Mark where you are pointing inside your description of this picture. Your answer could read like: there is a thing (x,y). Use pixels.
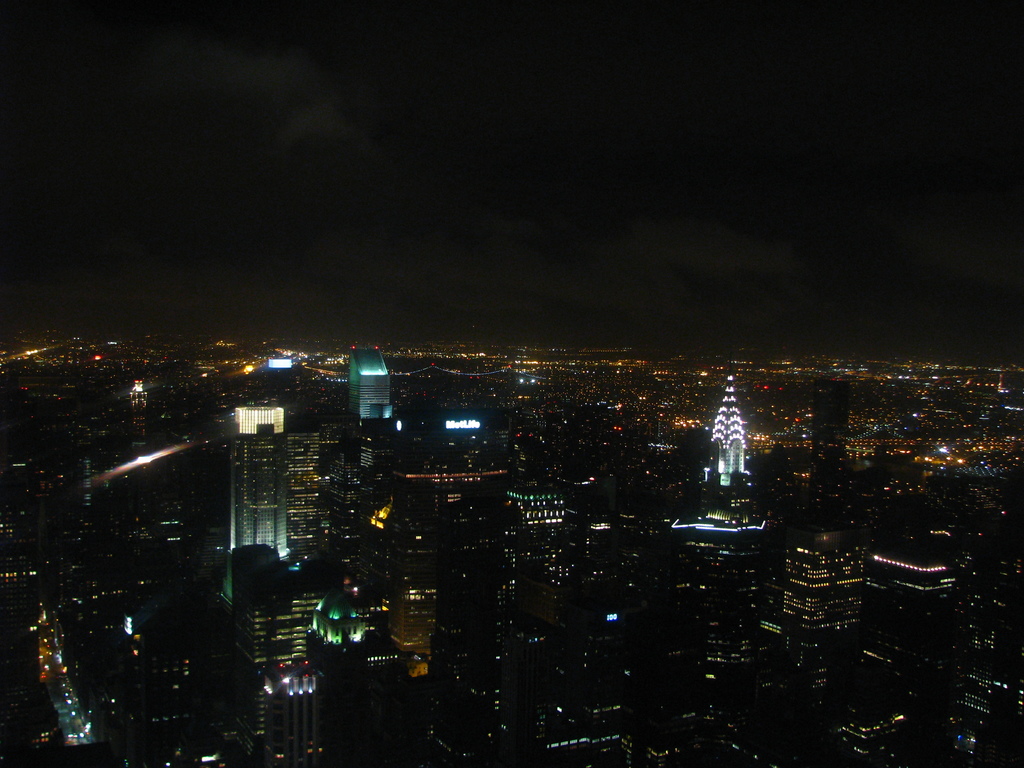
This is a dark image, we can see some lights (722,467) in the buildings (491,471).
